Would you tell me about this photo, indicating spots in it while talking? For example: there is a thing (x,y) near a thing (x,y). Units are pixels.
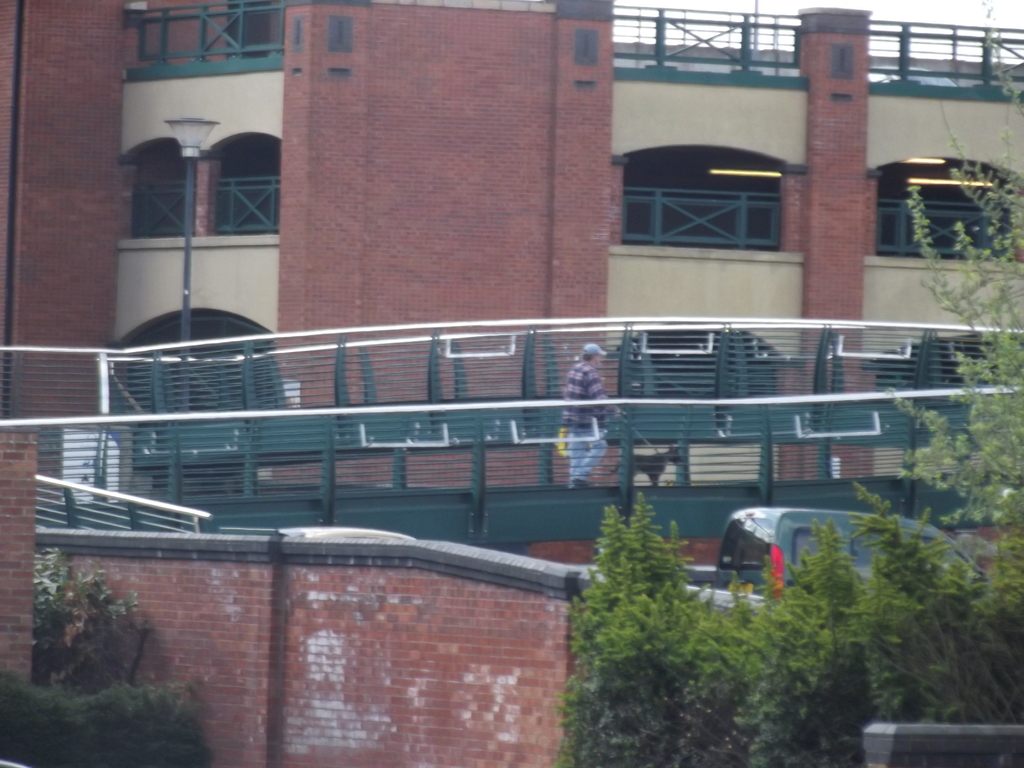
In this picture we can see a few bushes (18,687) on the left side (145,714). We can see the plants (127,693) on the right (943,695) and left side of the image (141,711). There is a brick wall (347,709). We can see a vehicle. There is some railing (549,383). We can see a person (603,445) holding a dog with a leash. There are some rods (270,361). We can see a street light (175,133). There are a few lights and other objects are visible on a building (841,281).
